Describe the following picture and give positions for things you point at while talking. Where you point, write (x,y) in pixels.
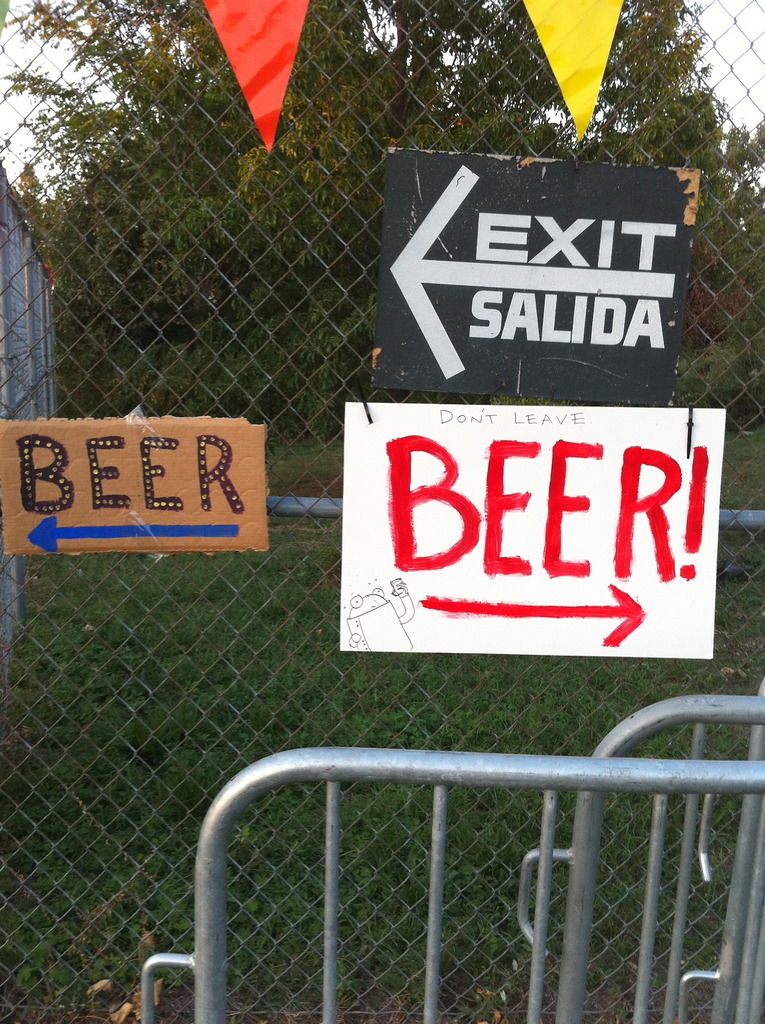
In this image there is a fence (316,592). On the fence (121,814) there are boards (498,304) with text (497,459). In front of the fence (459,884) there is a railing (475,765). Behind the fence (213,704) there's grass (189,688) on the ground (233,605). In the background (292,204) there are trees (217,151). At the top (724,41) there is the sky (711,43).
